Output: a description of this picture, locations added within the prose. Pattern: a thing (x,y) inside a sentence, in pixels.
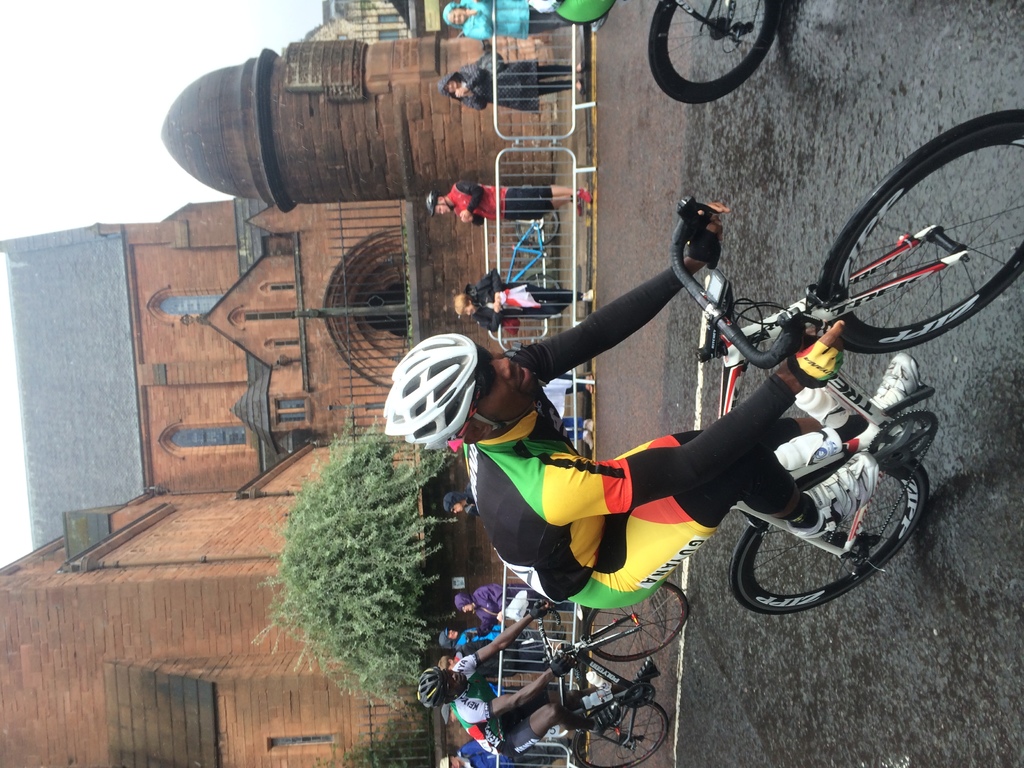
This picture describes about group of people (470,499), few are riding bicycles (599,667) on the road (672,669), and few are standing behind the fence (554,141), in the background (335,549) we can see few trees (333,565) and houses (261,402).
